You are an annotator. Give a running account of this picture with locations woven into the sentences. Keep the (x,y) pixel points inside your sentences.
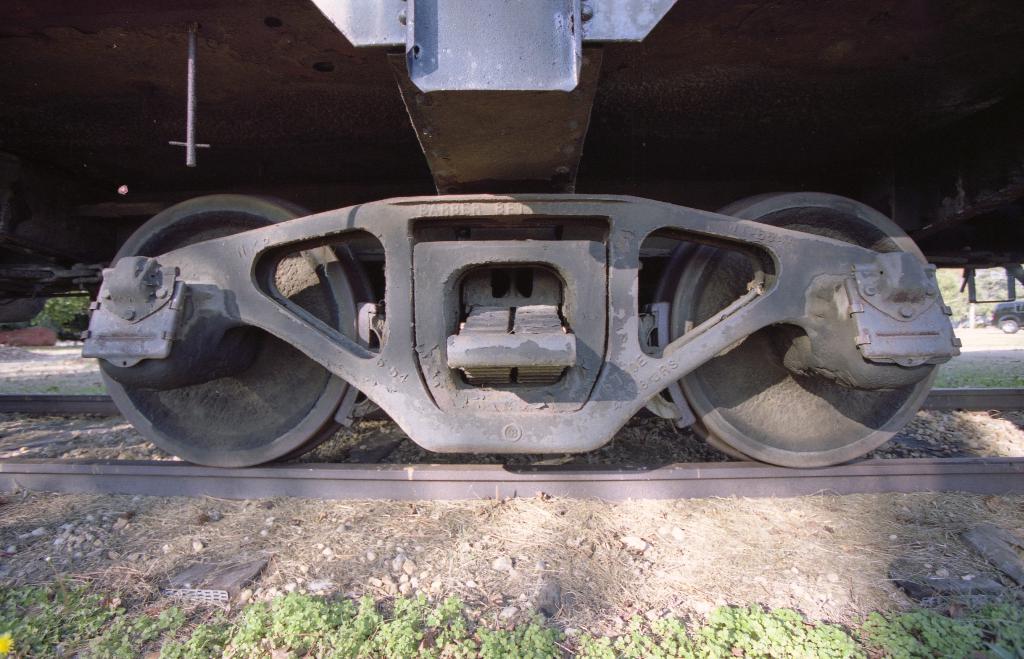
In this image there is a train wheel (296,290) on the track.
